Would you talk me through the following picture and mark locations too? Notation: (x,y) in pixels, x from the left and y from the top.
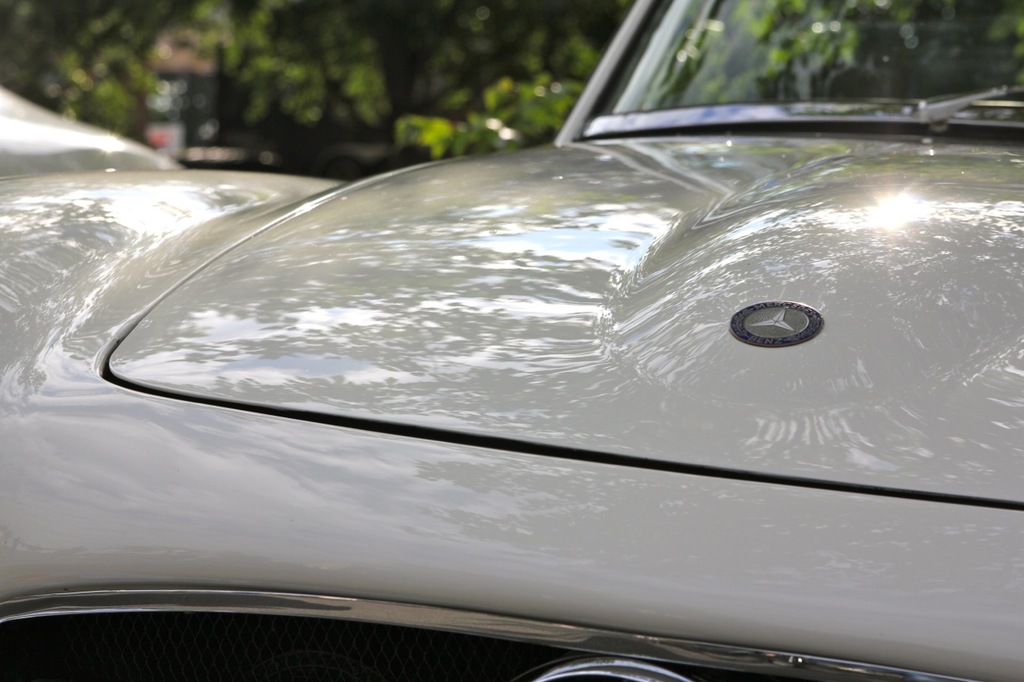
In this image I can see a vehicle (336,380) in gray color, background (236,5) I can see trees (295,99) in green color.
